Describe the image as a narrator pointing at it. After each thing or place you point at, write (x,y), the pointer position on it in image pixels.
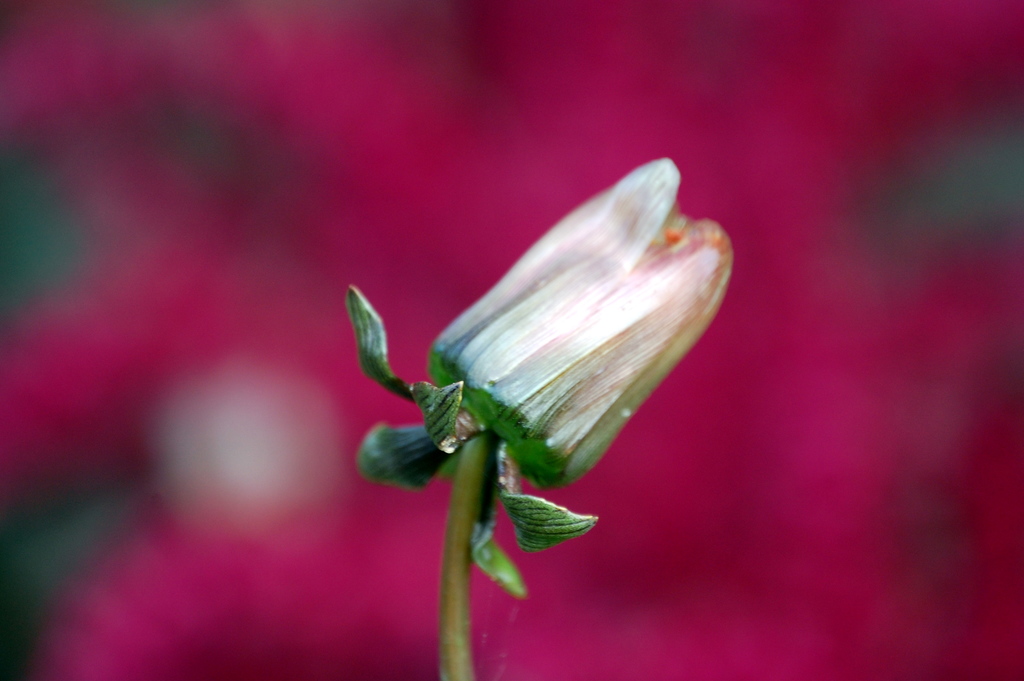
In this image I see a stem (475,433) on which there is a flower (616,276) which is of white in color and it is totally pink in the background (499,92).
